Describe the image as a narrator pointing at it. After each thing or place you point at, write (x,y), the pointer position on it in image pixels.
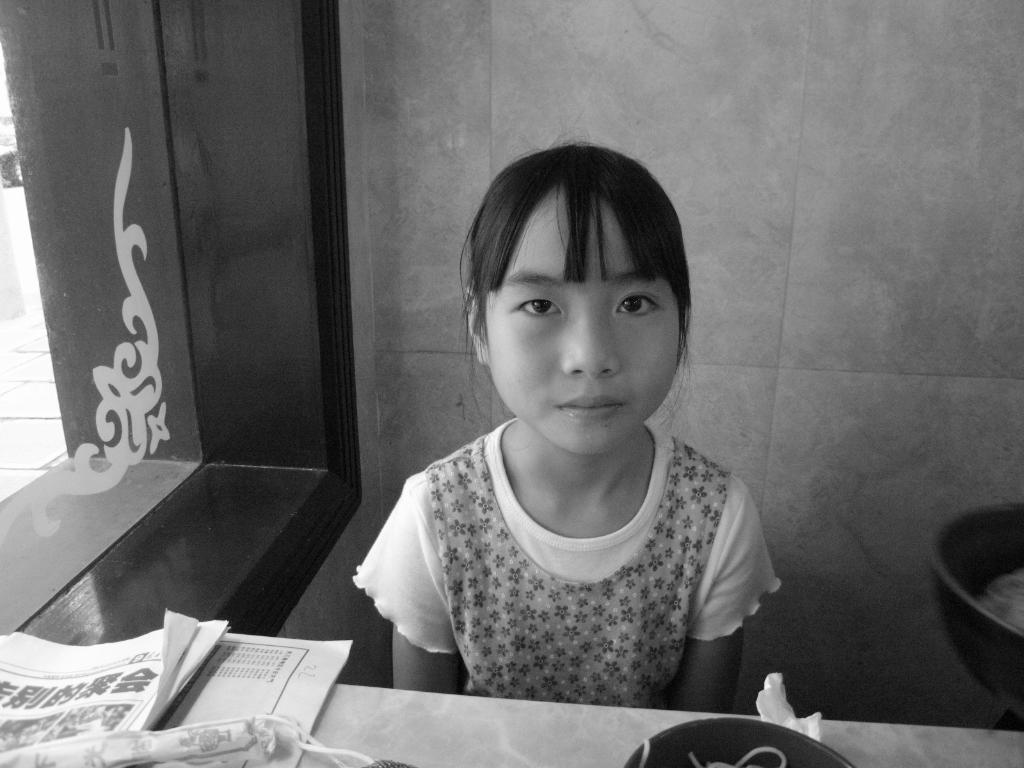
A girl (591,511) is present. She has bangs (569,262). There are papers (172,708) at the front (52,721) and a glass window (63,389) on the left (92,353).
